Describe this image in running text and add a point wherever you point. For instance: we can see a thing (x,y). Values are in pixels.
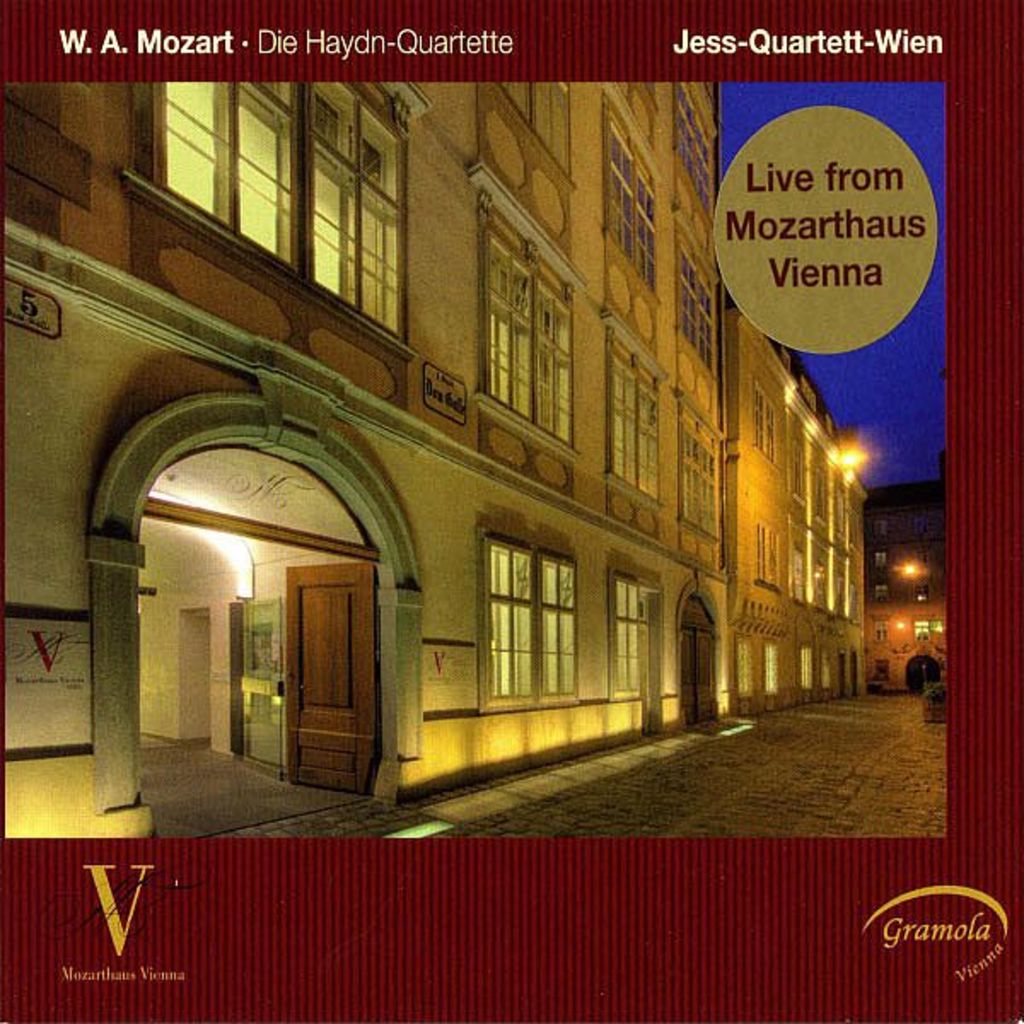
In this image I can see a poster (499,714) in which I can see the ground (824,754), a building (766,556), few lights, few windows (228,145) of the building (324,197) and the sky (921,396). I can see something is written on the poster (397,101).
